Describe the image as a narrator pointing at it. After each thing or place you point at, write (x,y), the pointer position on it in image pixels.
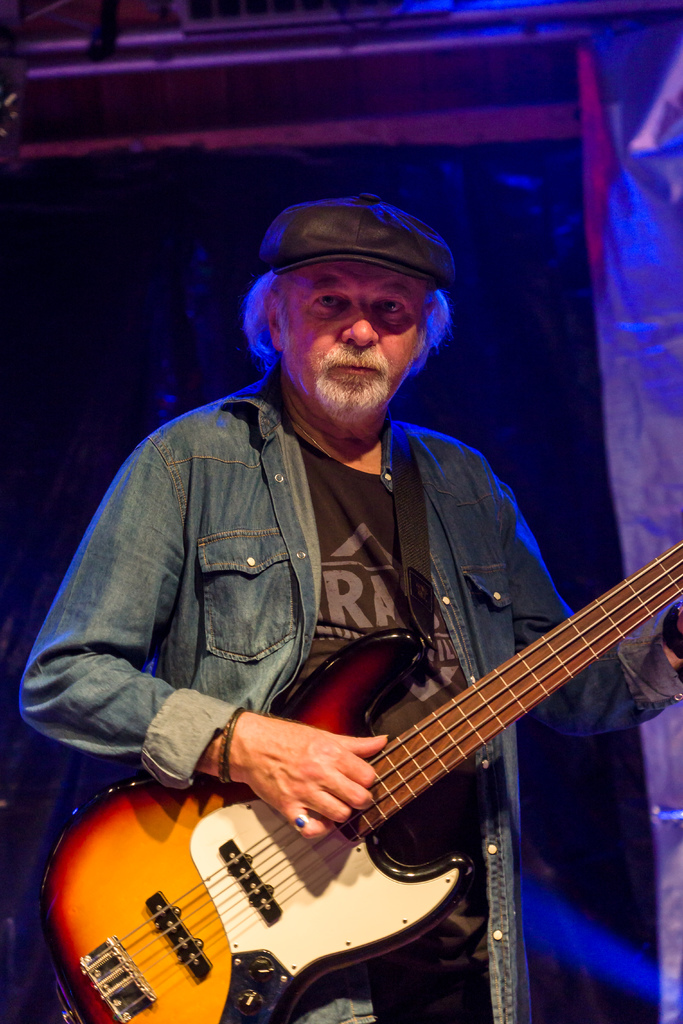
This person (391,446) is standing and playing a guitar (411,743). This person (467,635) wore jacket (453,594) and cap (384,261).
